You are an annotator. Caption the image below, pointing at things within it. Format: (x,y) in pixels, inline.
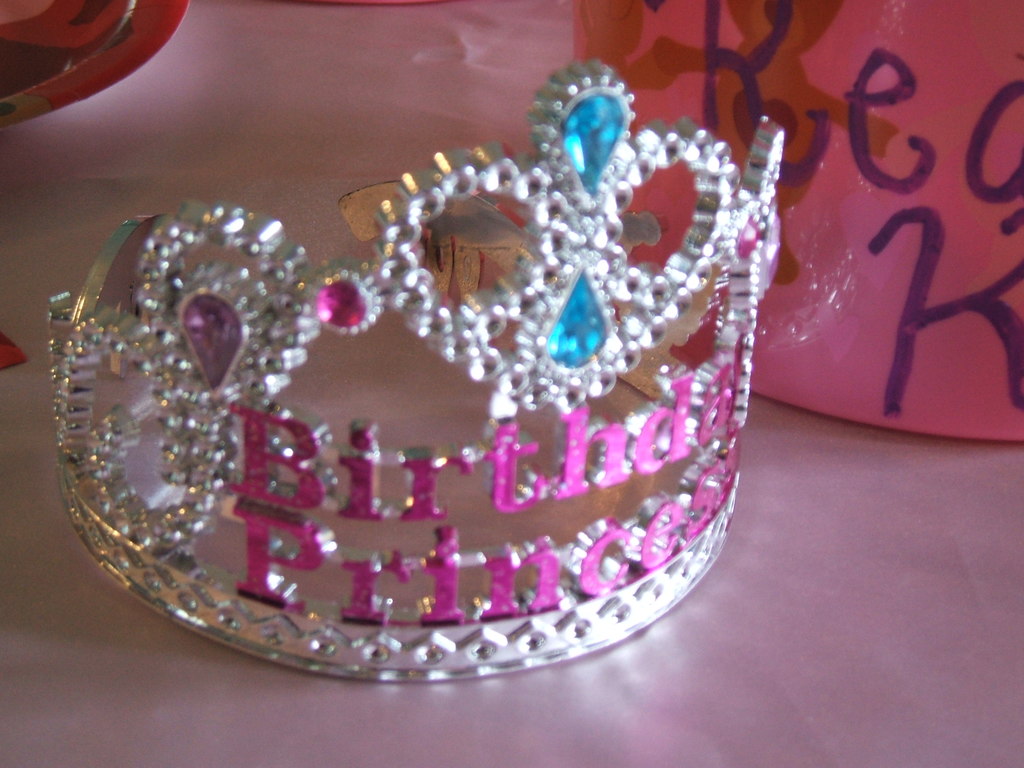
In this picture we can see a table (114,598). On the table (422,531) we can see a crown (571,437), container (712,36) and object (107,36).
